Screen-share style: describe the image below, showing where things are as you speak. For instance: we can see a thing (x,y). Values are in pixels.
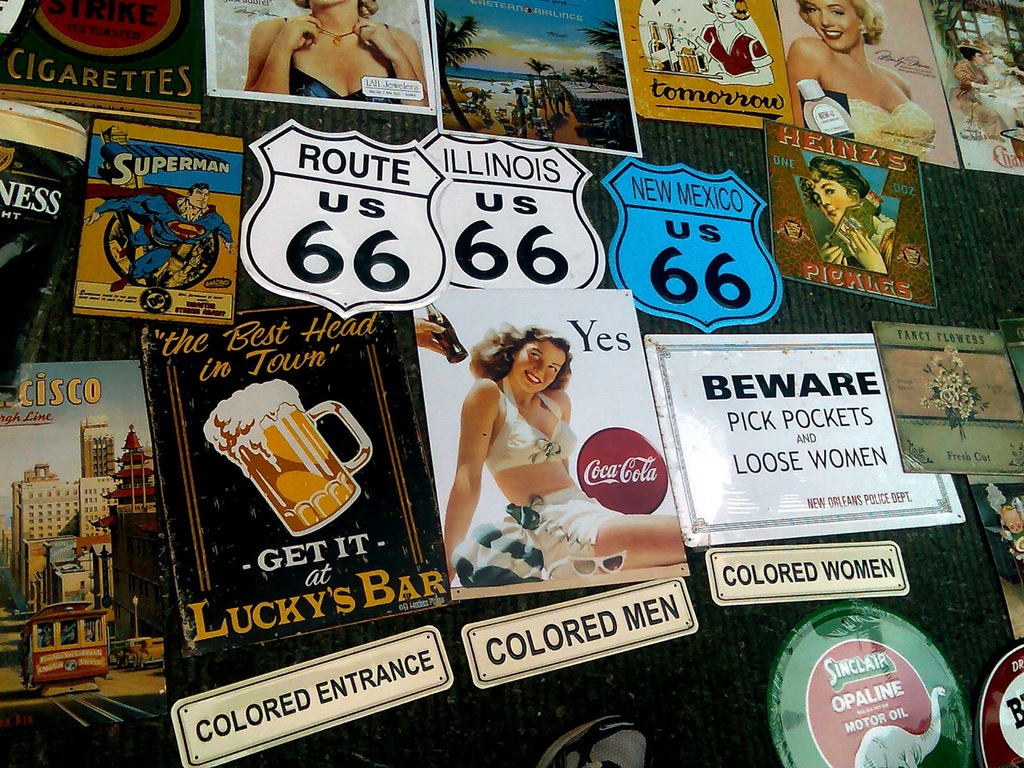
In this image I can see many boards (462,483) and the posters (164,29). These are attached to the black color surface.
